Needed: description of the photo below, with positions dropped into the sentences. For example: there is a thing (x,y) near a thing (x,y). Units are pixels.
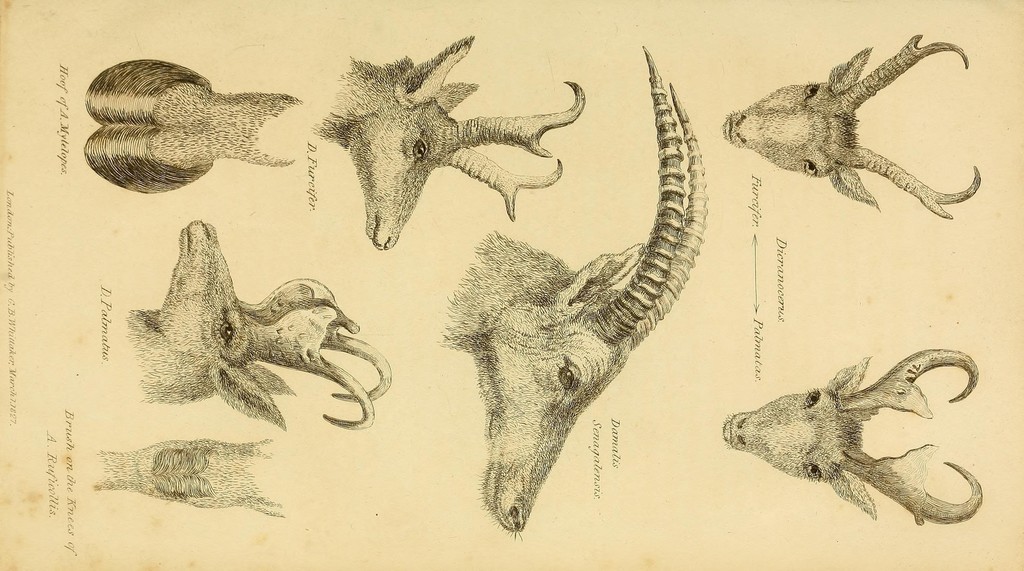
It is a poster (577,370). In this image there are depictions of animals (372,211) and there is some text (615,424) on the image.
